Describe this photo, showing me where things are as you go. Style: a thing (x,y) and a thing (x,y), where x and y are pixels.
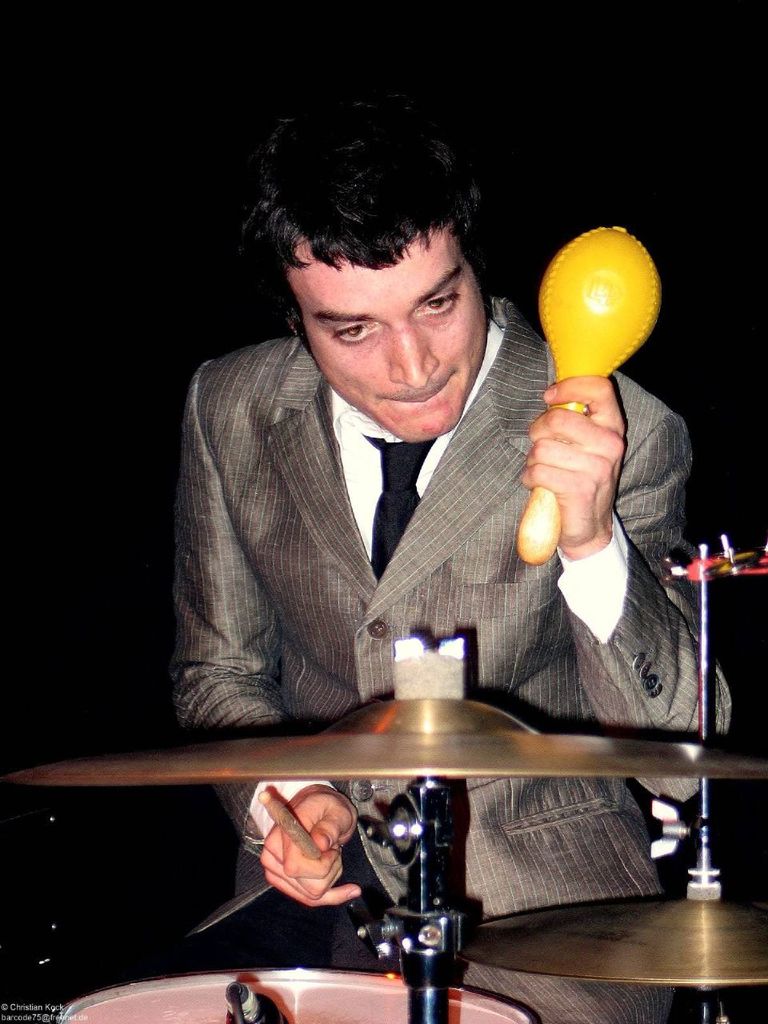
In the image we can see there is a man (519,683) who is standing and in front of him there is a drum set (452,688) and he is playing it.
